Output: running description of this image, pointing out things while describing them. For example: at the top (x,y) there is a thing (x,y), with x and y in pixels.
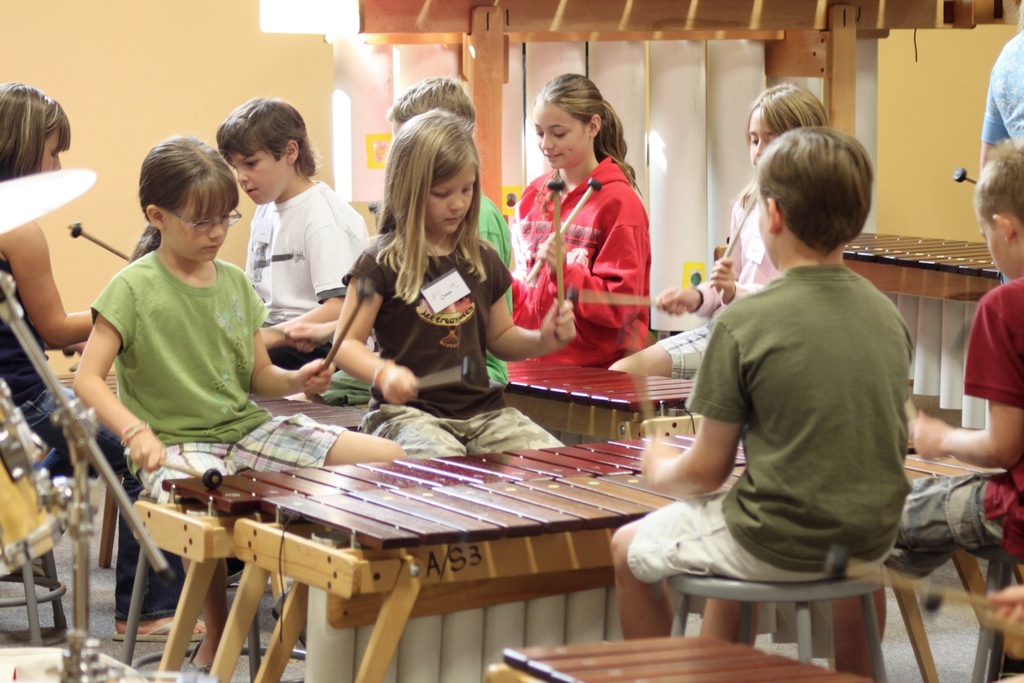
In this picture many kids (304,204) are playing with a tool (342,331) in their hand (318,363). There is a brown table (532,571) on which kids (370,386) are tapping brown boxes (398,499), AS 3 (442,564) is written on the table (552,560). There are also few musical instruments (8,491) to the left of the image (18,504). A white curtain (749,83) is attached to the brown wooden stand (847,86).
